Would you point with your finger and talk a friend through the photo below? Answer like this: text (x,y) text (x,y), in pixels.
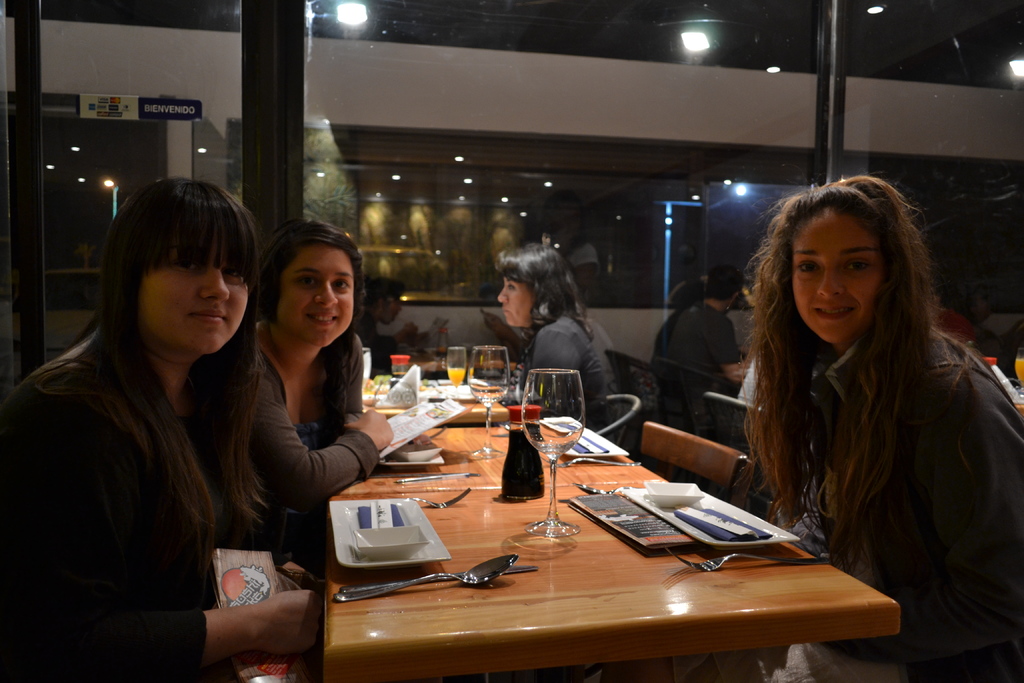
In this image I can see the group of people (809,426) sitting. In front of them there is a table (574,551). On the table (616,548) there is glass (567,435), container (528,485), plate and spoons (406,586). At the back (516,92) there is a glass (596,120), light (690,40) and the board (170,112).
